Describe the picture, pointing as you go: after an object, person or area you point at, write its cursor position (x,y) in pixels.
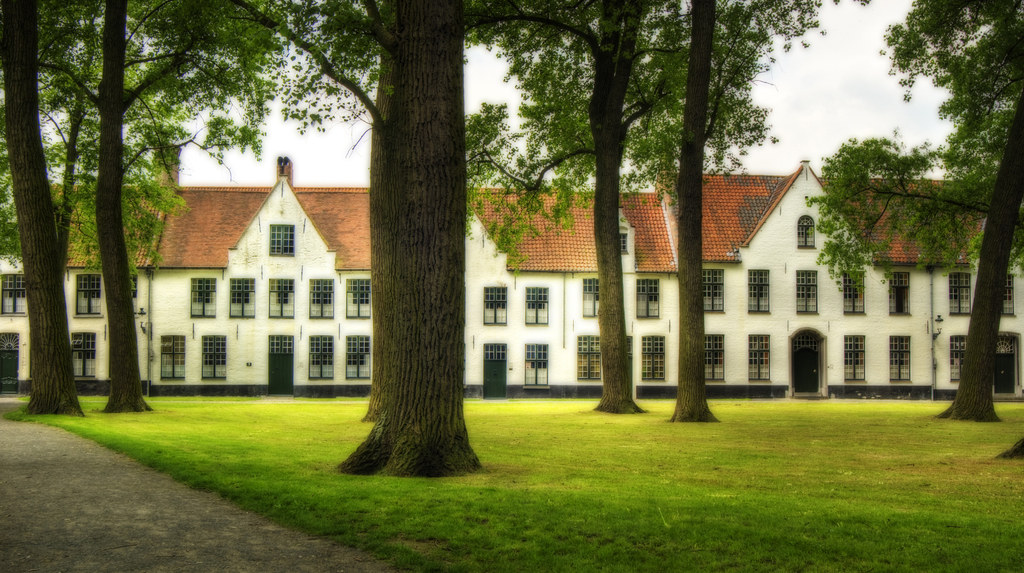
In this image, we can see trees (431,391), grass (505,484), walkway (50,547), house (544,349), with walls (574,368), doors (502,389) and windows (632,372). Background there is a sky (842,99).
